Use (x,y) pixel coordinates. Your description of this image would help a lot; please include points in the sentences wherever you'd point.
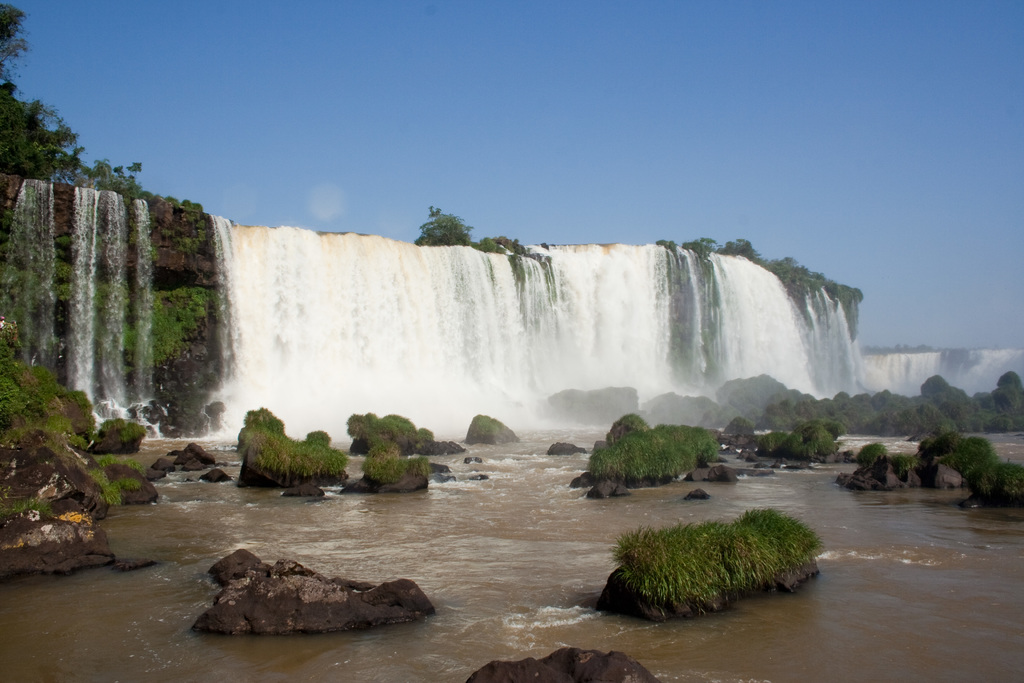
In the image there is a beautiful waterfall (442,293) and there is a water surface (504,511) below the water fall (837,362), around that there are many rocks (125,568) and grass (662,555) on the rocks (624,609).
